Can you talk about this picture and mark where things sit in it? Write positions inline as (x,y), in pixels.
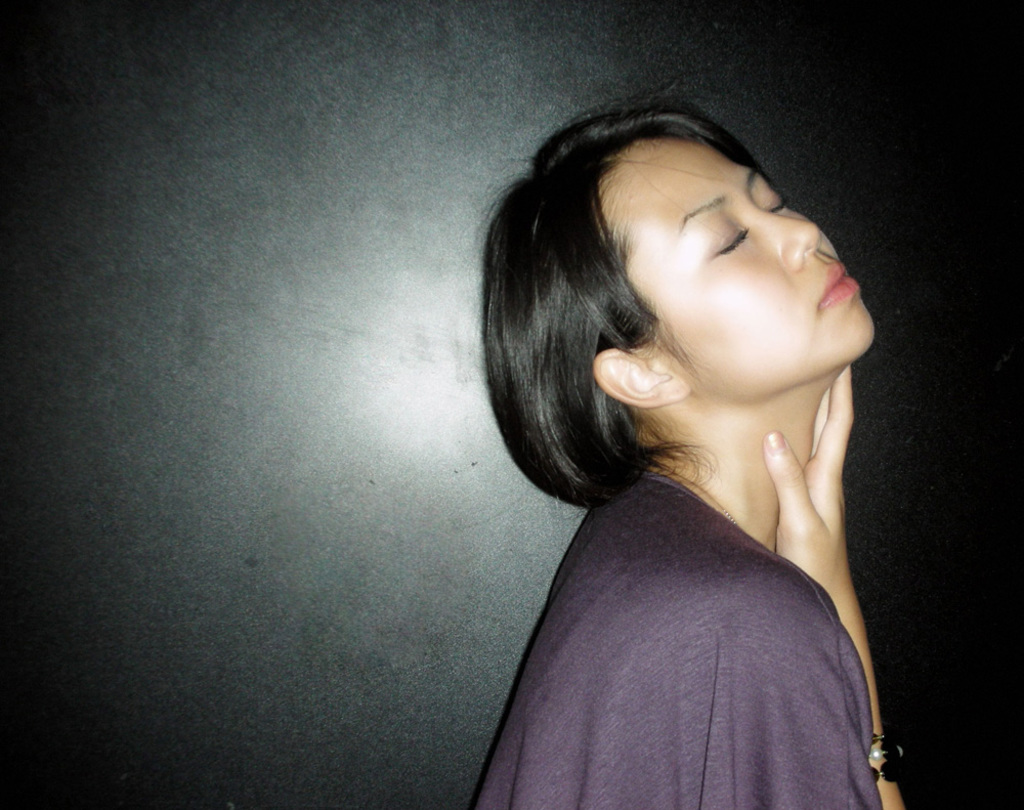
In this image we can see a person (671,513). In the background of the image (483,575) there is a wall (962,86).
